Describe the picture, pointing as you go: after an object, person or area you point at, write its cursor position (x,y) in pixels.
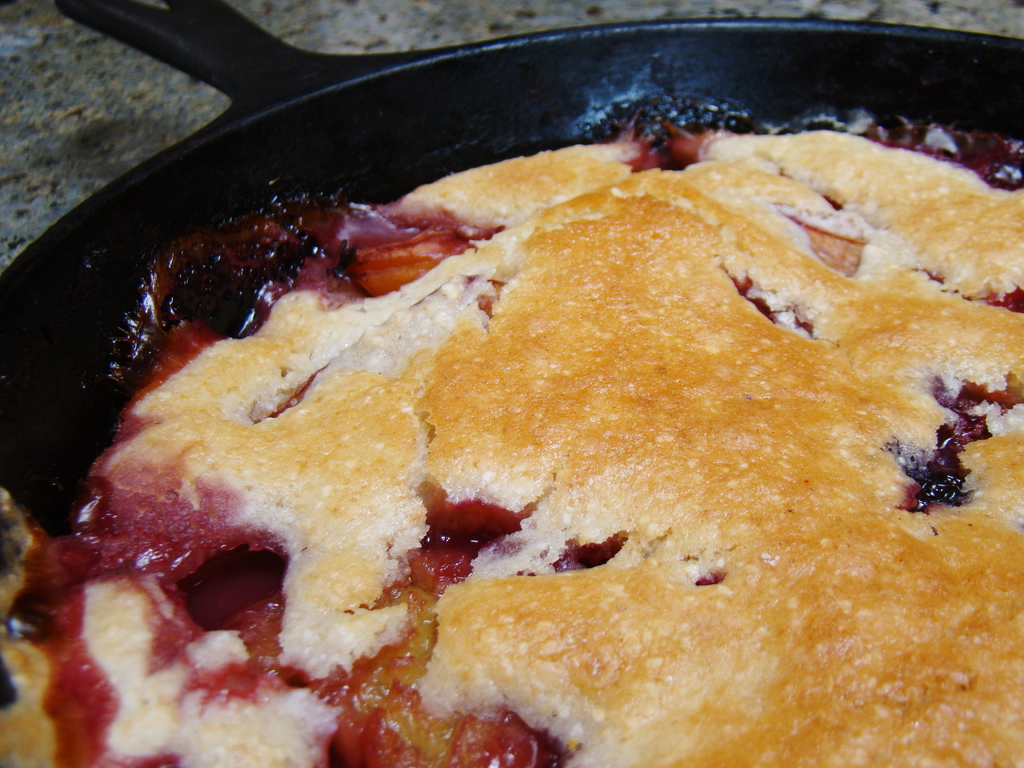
In this image I can see a cobbler (742,164) in a pan (414,170) kept on the table (309,37). This image is taken in a room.
